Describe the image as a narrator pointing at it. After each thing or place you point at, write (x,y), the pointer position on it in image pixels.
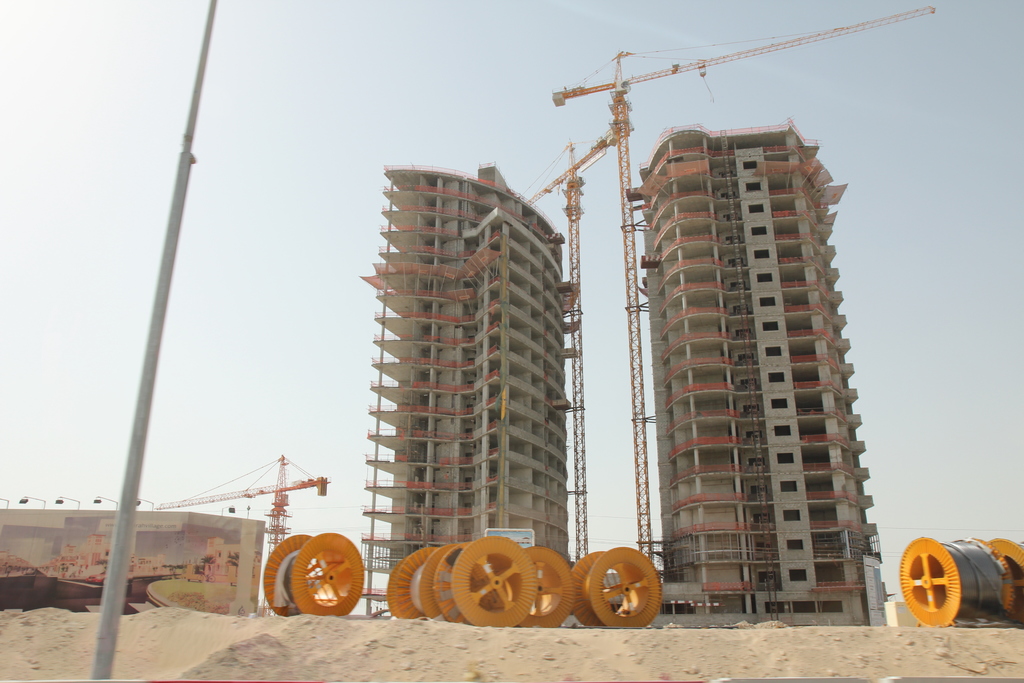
In this image I can see some yellow color wheels (536,622) on the ground (501,633). To the left (120,577) I can see the pole (135,479). In the background (509,343) there are two buildings (525,326). I can also see the sky (344,222) in the back (248,443).
